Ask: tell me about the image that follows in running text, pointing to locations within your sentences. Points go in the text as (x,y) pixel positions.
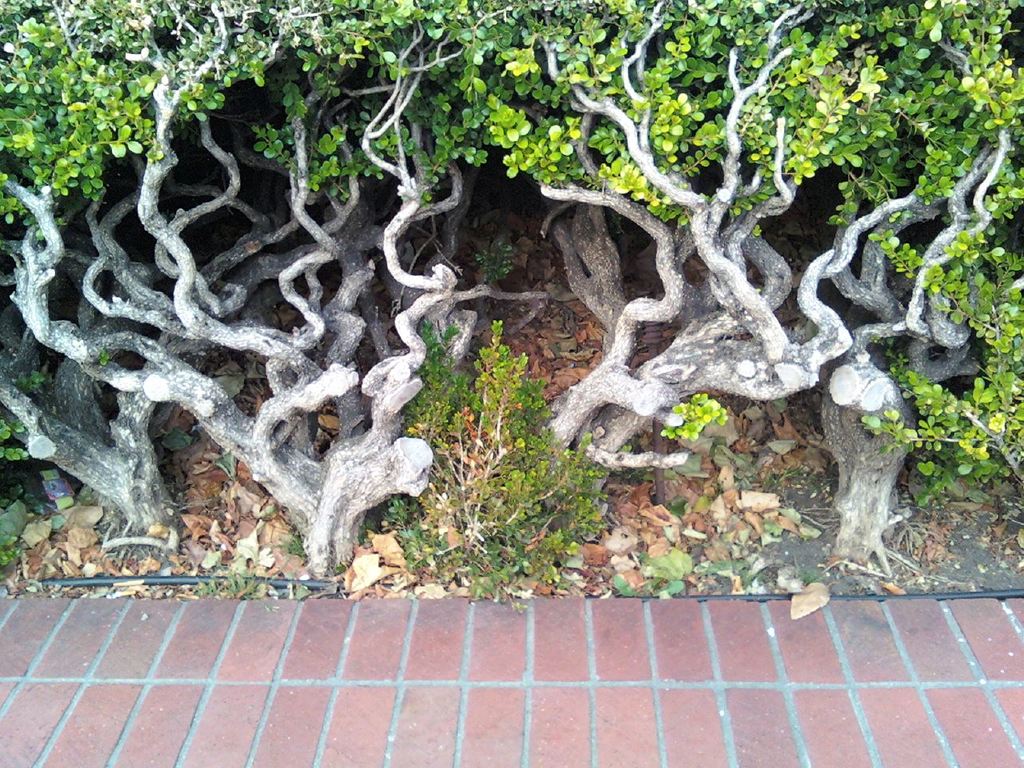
In the foreground of the picture (8,726) there is pavement (656,645). The picture consists of dry leaves (679,488), plants (484,429) and cable (988,592). In the picture we can see roots (878,555) of the tree (338,553).
